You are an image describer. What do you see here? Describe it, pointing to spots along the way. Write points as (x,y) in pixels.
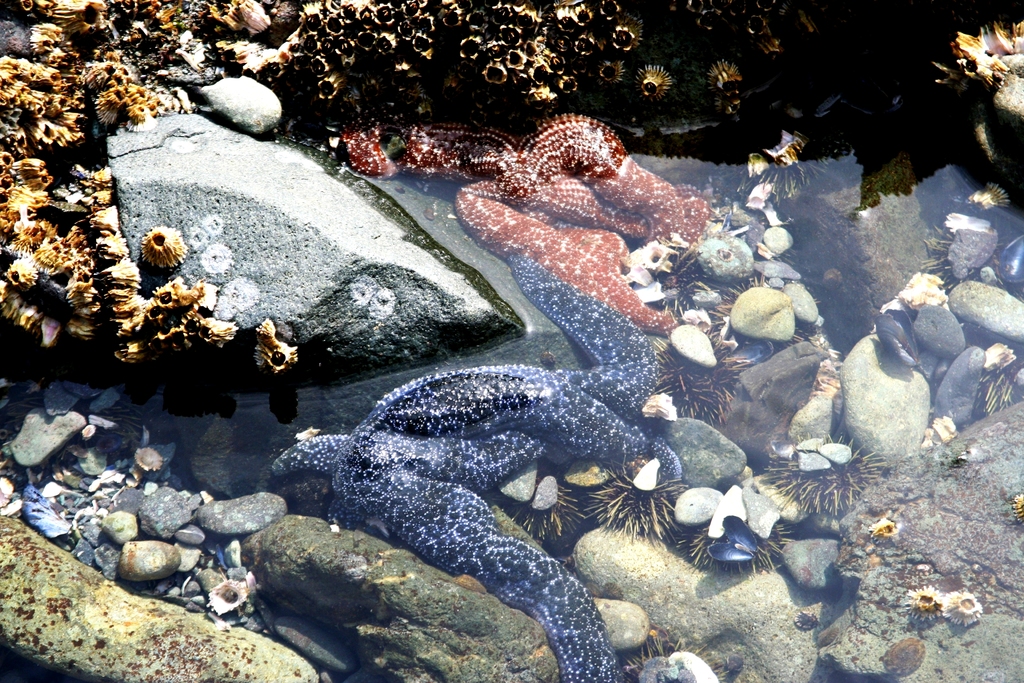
In this image, we can see water animals (419,419) in the water (472,359) and in the background (697,44), we can see barnacles (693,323), shells (92,509) and rocks (917,479).
